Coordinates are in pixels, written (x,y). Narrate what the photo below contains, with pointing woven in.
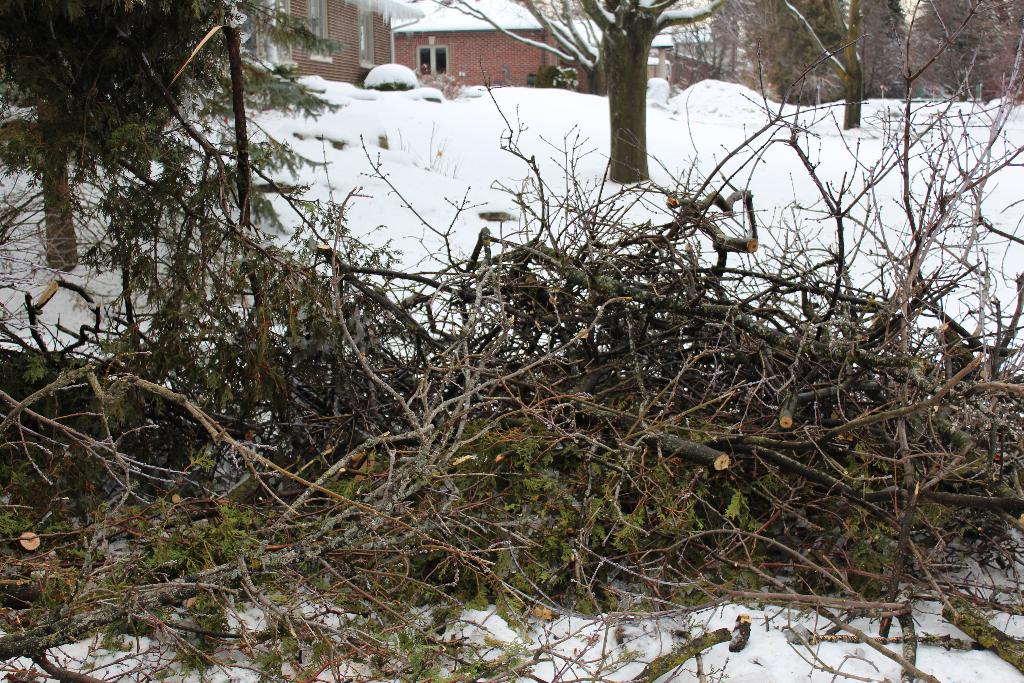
In this image in front (866,641) there are branches (914,667) on the snow (684,622). In the background of the image (612,26) there are trees (590,55), buildings (527,22) and plants (553,76).
